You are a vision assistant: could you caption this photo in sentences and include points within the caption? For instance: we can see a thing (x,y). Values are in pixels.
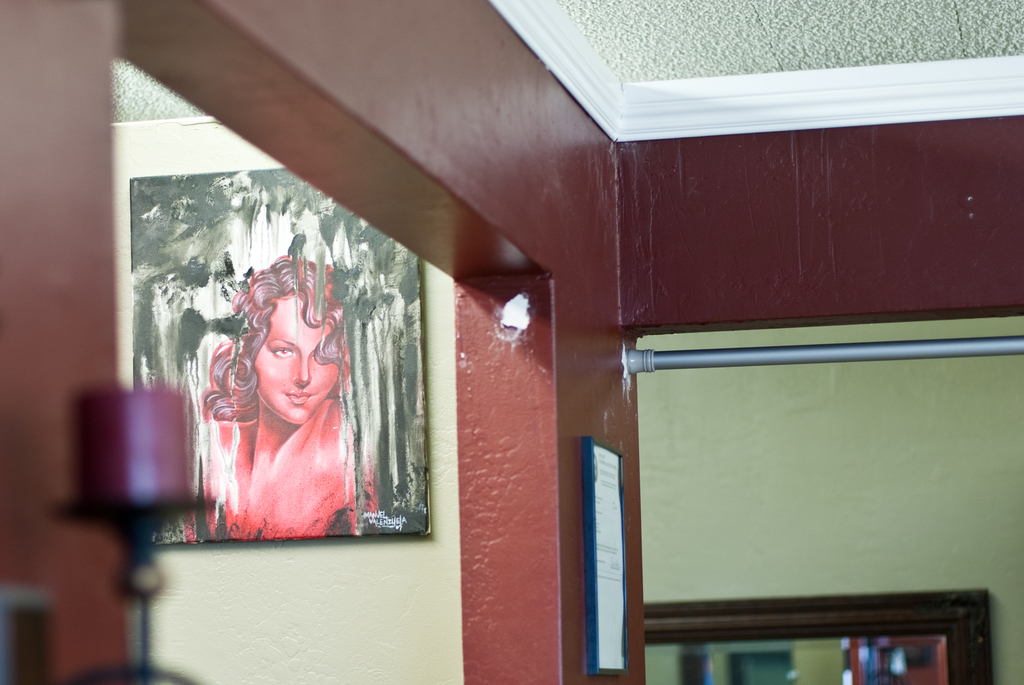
In this image there is a wall (547,483) and on the wall (577,531) there is some poster (605,571) in the center (545,452), and on the left side of the image (256,325) there is a photo frame (231,436) and an object (141,461). On the right side (801,650) there is a mirror (669,650) and there is one pole (826,347), at the top (695,69) there is ceiling (639,60) and in the background (748,518) there is wall (904,497).
